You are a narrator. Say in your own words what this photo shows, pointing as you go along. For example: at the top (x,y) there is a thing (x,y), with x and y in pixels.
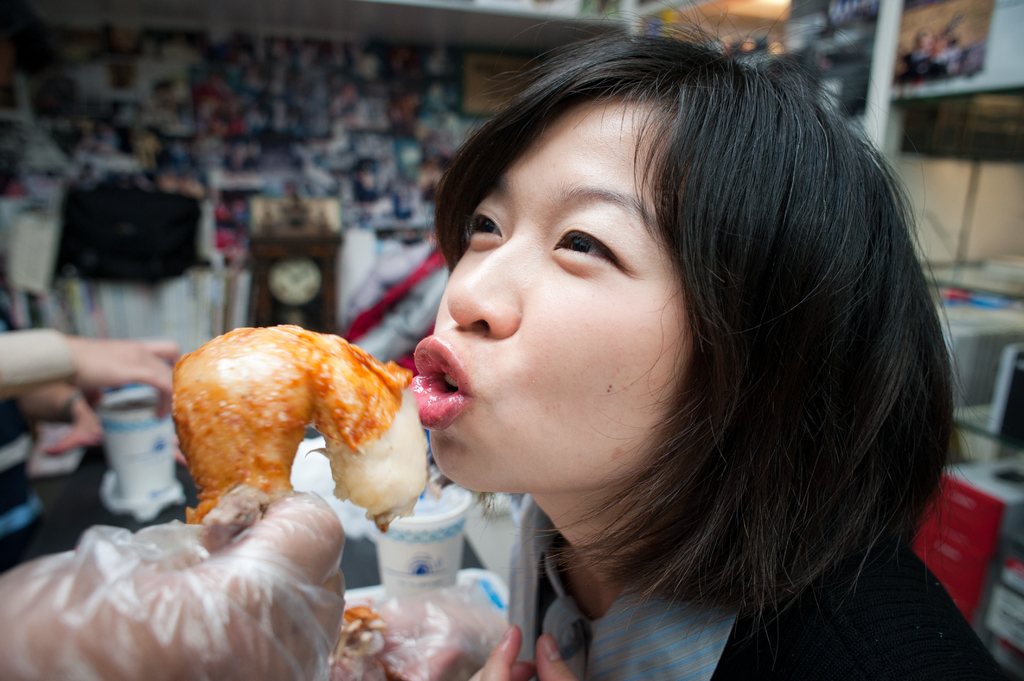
In the foreground of the picture (694,203) there is a woman (572,330) and a person's hand (229,571) holding a food item (306,387). The background (98,387) is blurred. In the center of the picture (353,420) there are cups (150,439), food items (363,616), tissues (343,507), a person (95,405) and a table (88,476). In the background (344,76) there are pictures (199,115), clock (299,276) and other objects (111,221). On the right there are books (1003,340).
